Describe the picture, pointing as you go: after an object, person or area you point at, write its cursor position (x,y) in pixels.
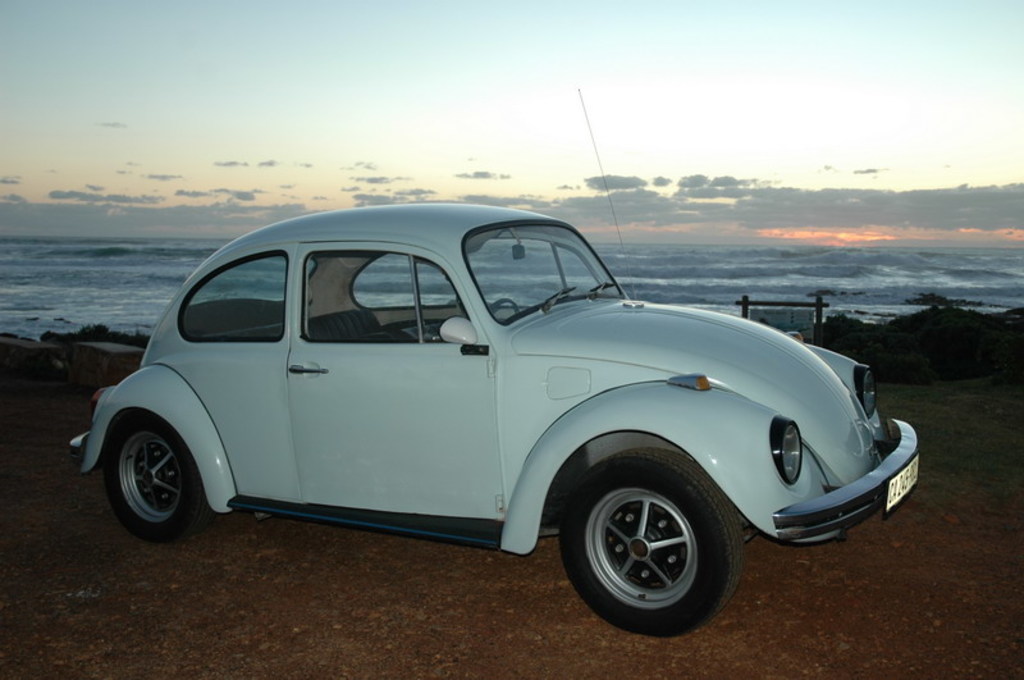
In this picture I can see a car (633,500) and I can see a board (781,320) and water (726,251) and I can see a cloudy sky (529,102).
